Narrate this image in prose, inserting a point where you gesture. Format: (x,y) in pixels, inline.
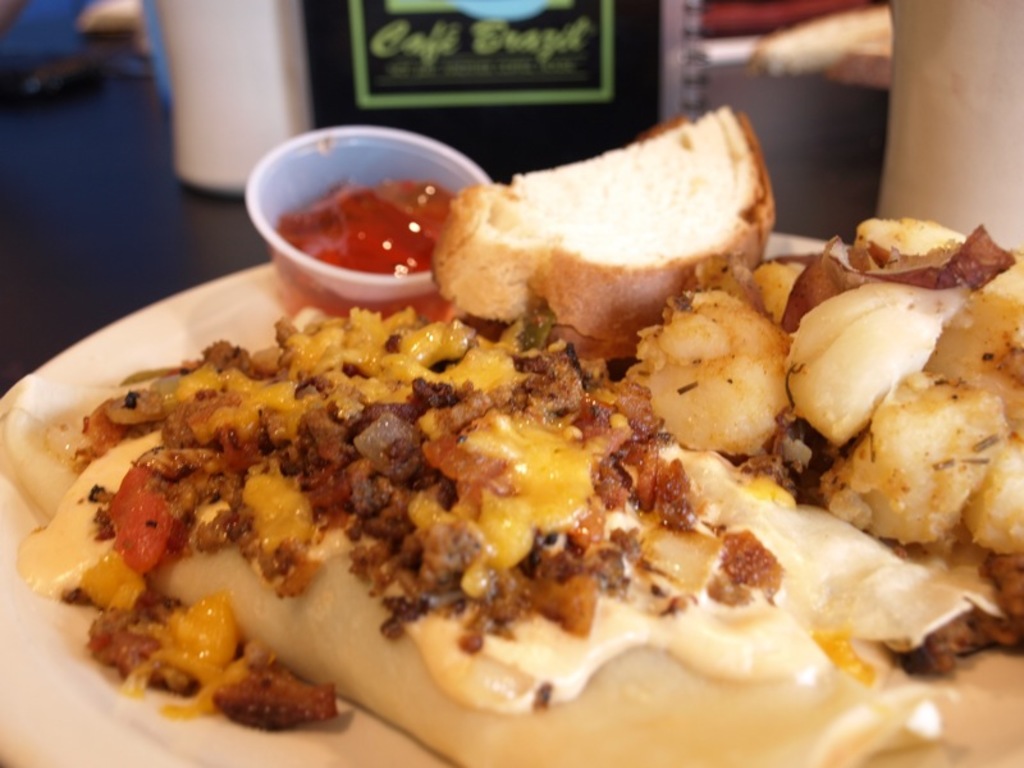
In the picture we can see a table (25,339) on it, we can see a plate (161,741) which is white in color and on it we can see some bread slice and a sauce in the cup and a rolled crepe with some meat (598,513) and cheese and fries (956,412) on it and besides the plate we can see the white color glass (944,221) and some black color card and something written on it.
